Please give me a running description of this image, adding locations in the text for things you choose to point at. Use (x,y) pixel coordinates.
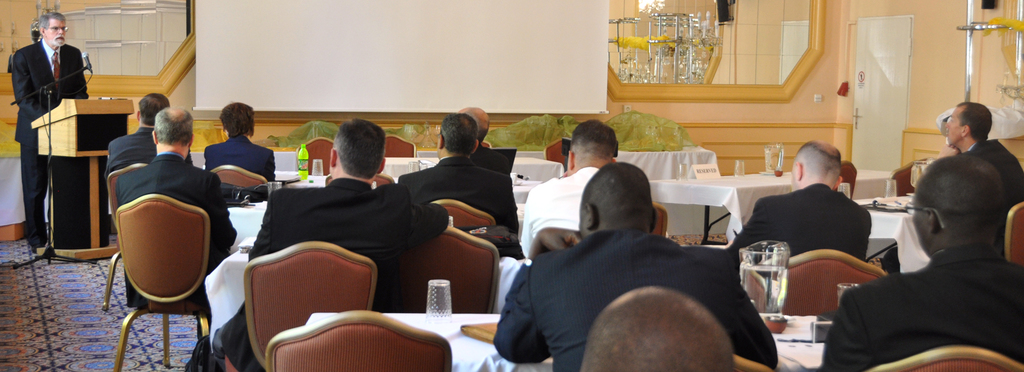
In this picture there are group of people (865,316) those who are sitting on the chairs (189,211) before tables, there is a mirror (640,11) at the right side of the image (804,64) and the projector screen (600,22) at the center of the image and there is a man (78,77) who is standing at the left side of the image (56,17) is addressing the people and there is a mic (90,64) and desk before the man (28,124), there is a door (874,34) at the right side of the image (887,36).
